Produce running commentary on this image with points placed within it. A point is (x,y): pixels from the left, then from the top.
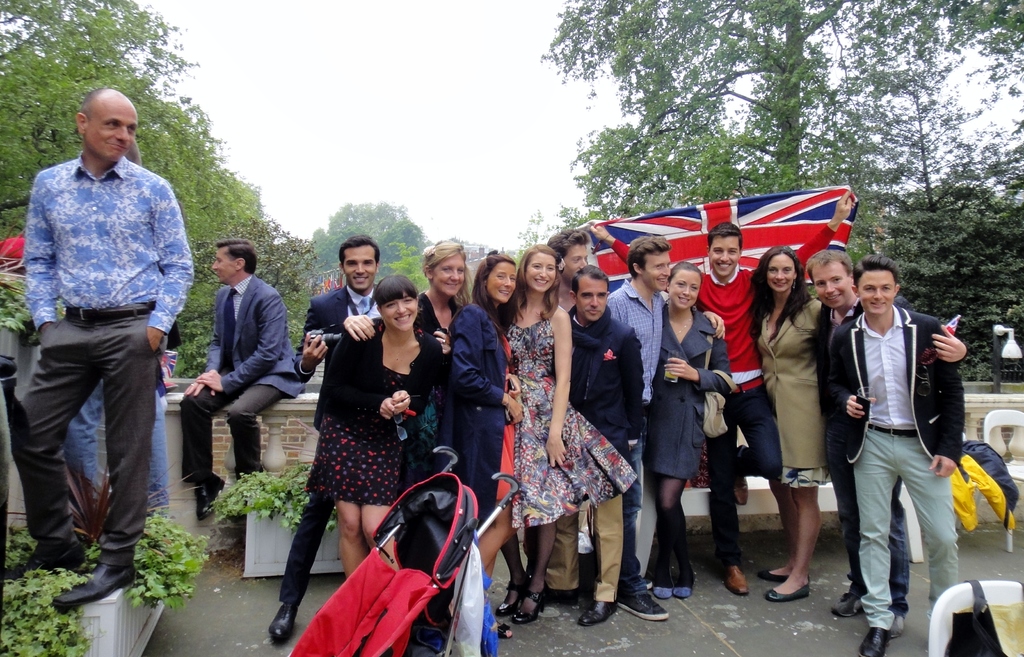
This image is clicked outside. There are trees (97,69) in the middle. There is sky (344,52) at the top (423,138). There are so many persons (572,395) standing in the middle (517,383). One of them is holding a flag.
